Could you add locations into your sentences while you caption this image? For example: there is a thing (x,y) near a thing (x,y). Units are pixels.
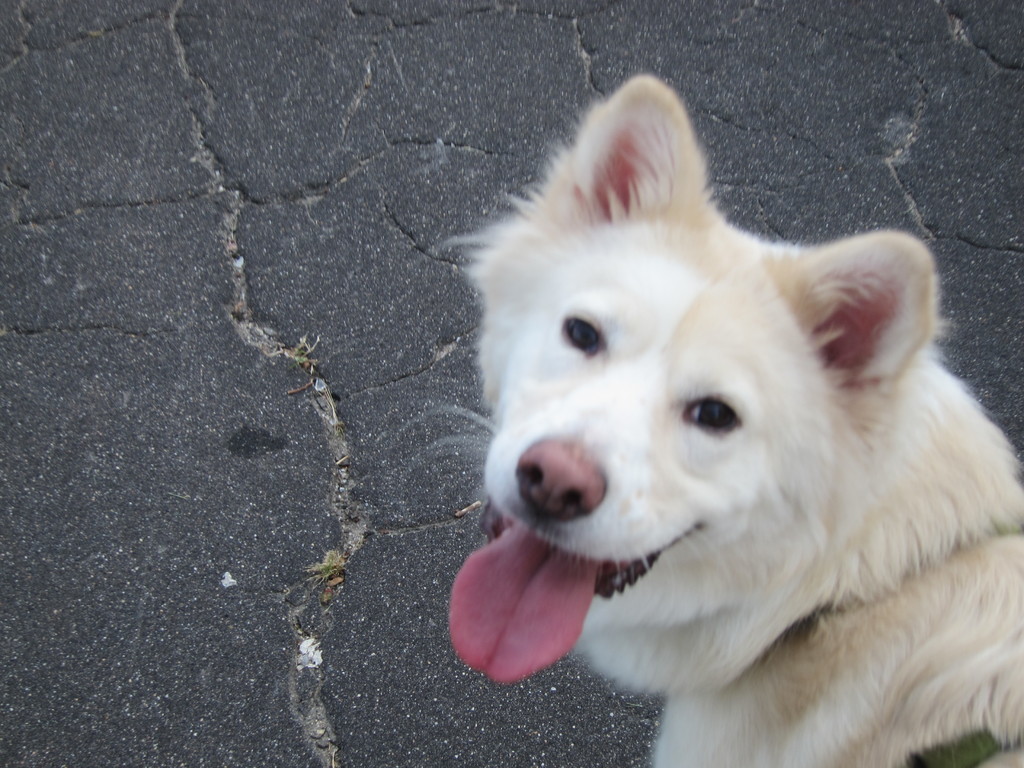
In this picture, we see a white dog (788,365). It is looking at the camera. We see the tongue (556,564) of this dog (524,649). In the background (249,350), we see the road (401,145) in black color.
